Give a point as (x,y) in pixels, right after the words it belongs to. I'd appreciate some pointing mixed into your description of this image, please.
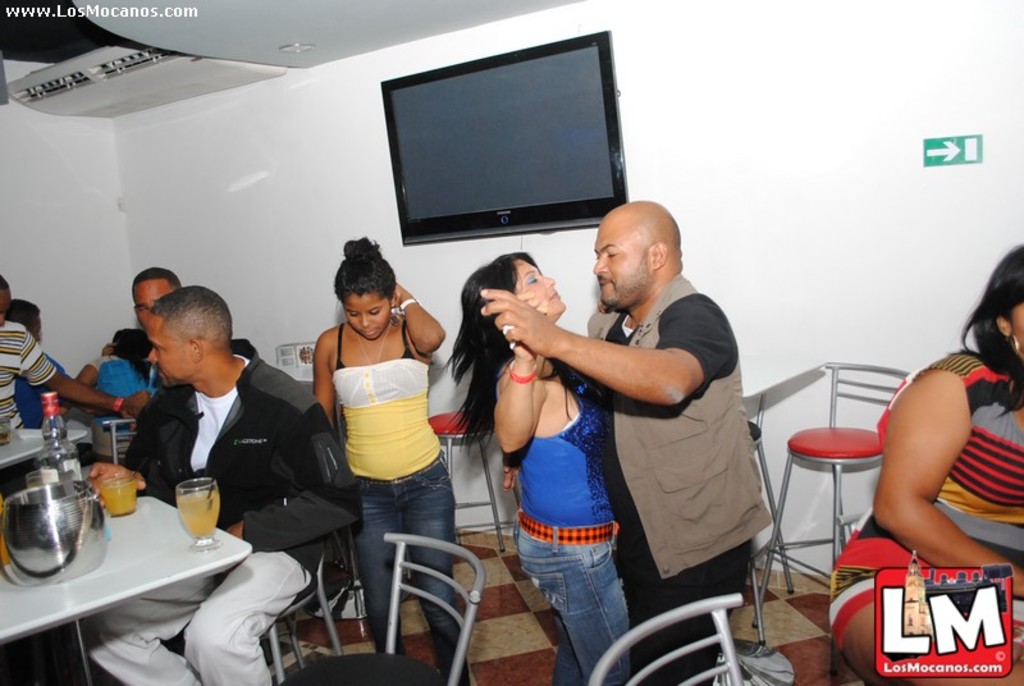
there is one room (315,220) and so many people (936,432) are there in the room (506,514) some people (276,503) they are drinking the juices (118,490) and the table (130,557) has juice glasses (126,509), steel vessel (79,524) and bottle (64,466) and other person (121,364) is sitting and some people (410,442) is standing and some people (556,495) are dancing and the wall (713,208) television.
